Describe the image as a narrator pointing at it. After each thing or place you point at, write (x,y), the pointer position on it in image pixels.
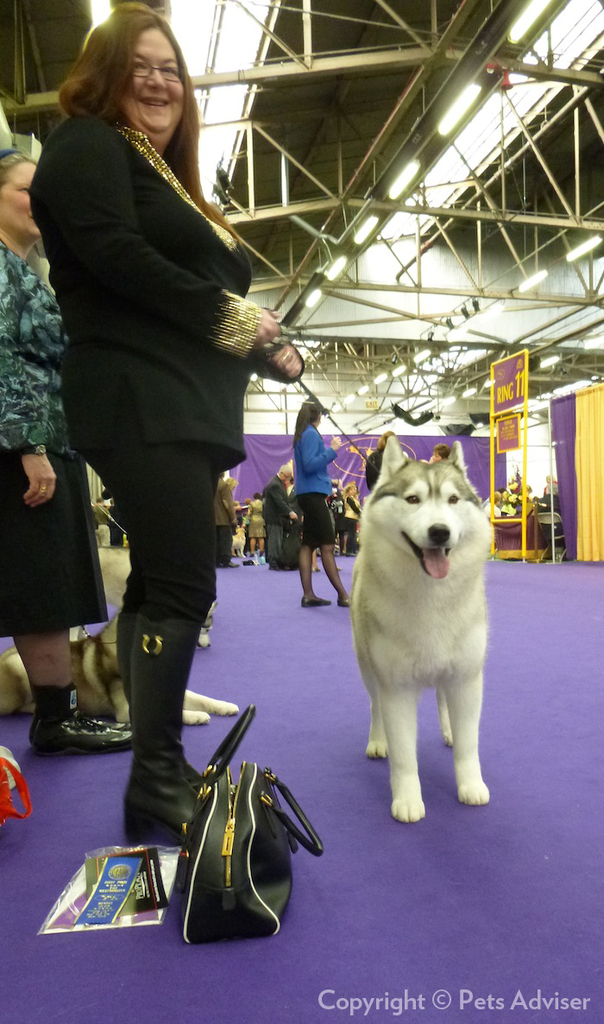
In this image i can see two women (115,305) standing, a standing women (146,303) holding a dog (371,524) there is a bag (270,874) in front of her at the back ground (319,486) i can see few other man (282,513) standing at the top (507,215) there is a light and railing (524,150).
